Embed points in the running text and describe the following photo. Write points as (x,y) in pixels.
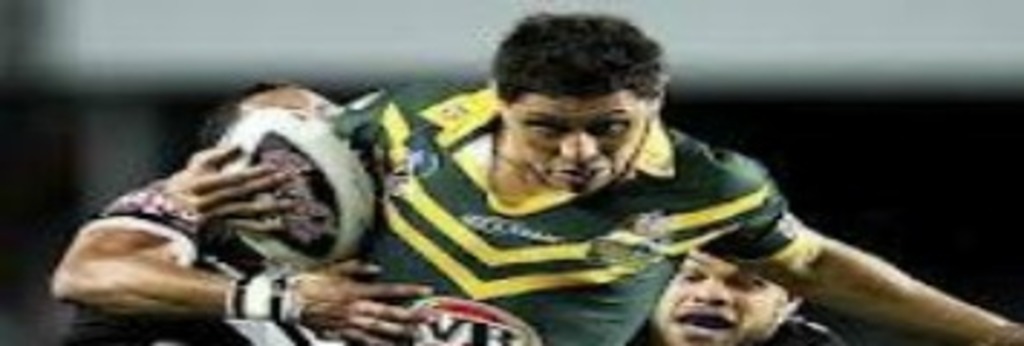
In this image i can see a people (397,145) holding an object's (244,215) and playing.
